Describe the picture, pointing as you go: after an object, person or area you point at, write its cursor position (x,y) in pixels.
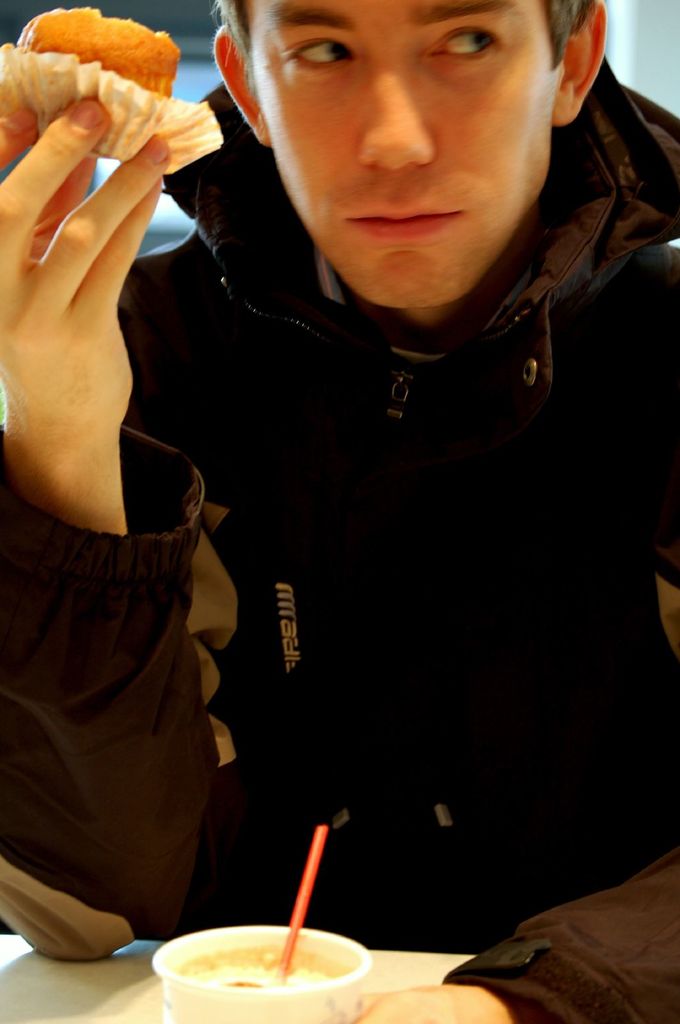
In this image I can see a person (324,207) holding a cupcake (99,62). He is wearing coat (334,518). In front (332,957) I can see the cup (309,1000) on the table (101,991).
